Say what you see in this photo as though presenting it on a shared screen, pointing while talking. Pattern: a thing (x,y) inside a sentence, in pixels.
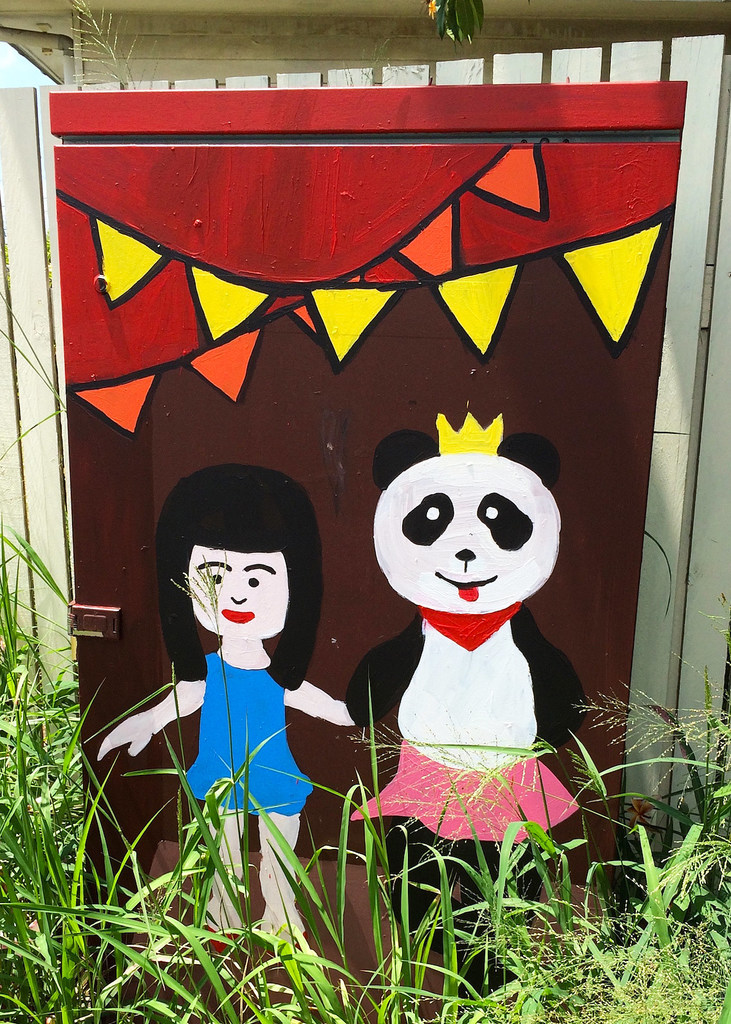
In this picture, we see a board (395,478) or a wall (273,551) on which cartoons (374,534) are drawn. In the background (392,412), it is in brown, red, orange and yellow color. Behind that, we see a white wall (3,473). At the bottom of the picture (617,978), we see the grass (608,947). In the background (54,20), we see a building (148,34).
